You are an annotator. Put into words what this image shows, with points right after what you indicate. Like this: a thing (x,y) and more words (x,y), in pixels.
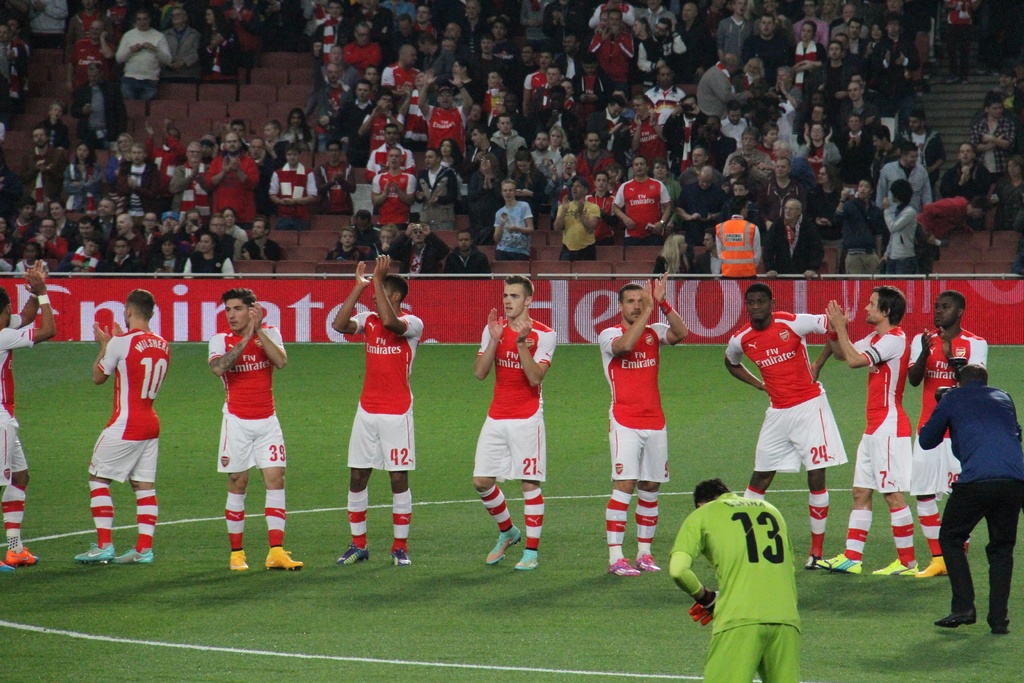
In the center of the image (383,355) some persons (640,362) are standing and some of them are clapping. At the top of the image (336,145) we can see a group of people (190,256), board (288,307), chairs (455,218). In the background of the image (415,410) ground (676,426) is there. On the right side of the image (1000,526) a man (985,447) is standing and holding camera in his hand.
